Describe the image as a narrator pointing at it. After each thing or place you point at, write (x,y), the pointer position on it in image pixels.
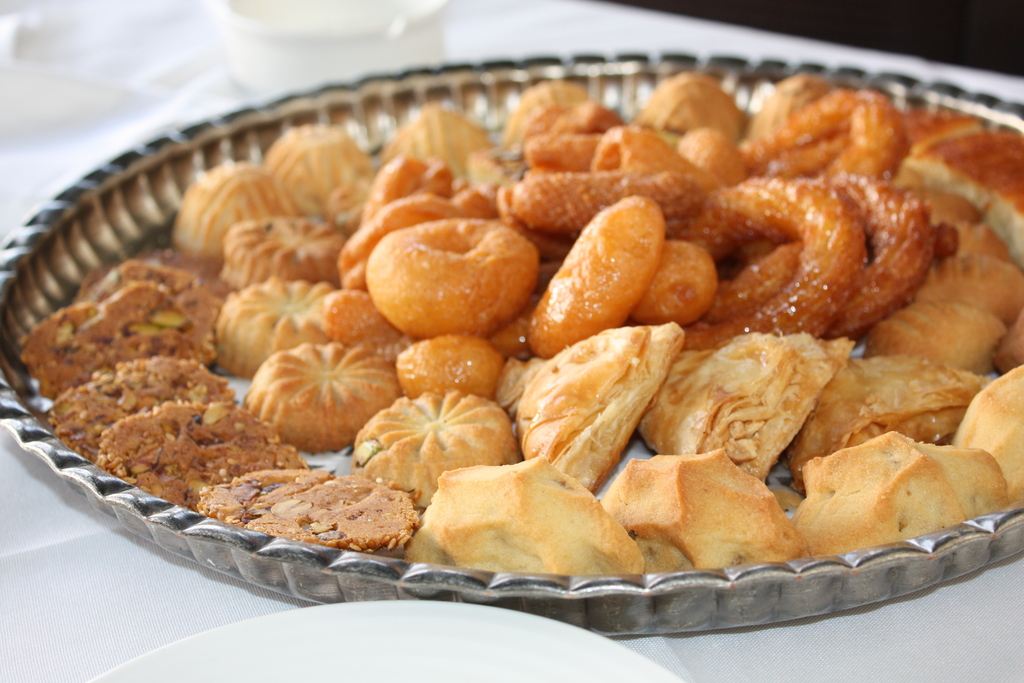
In this image there is a food (564,264) in the plate (392,584) in the foreground (517,231). And there is an object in the background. We can see an object (360,636). There is white colored surface (921,638) at the bottom (824,647).
